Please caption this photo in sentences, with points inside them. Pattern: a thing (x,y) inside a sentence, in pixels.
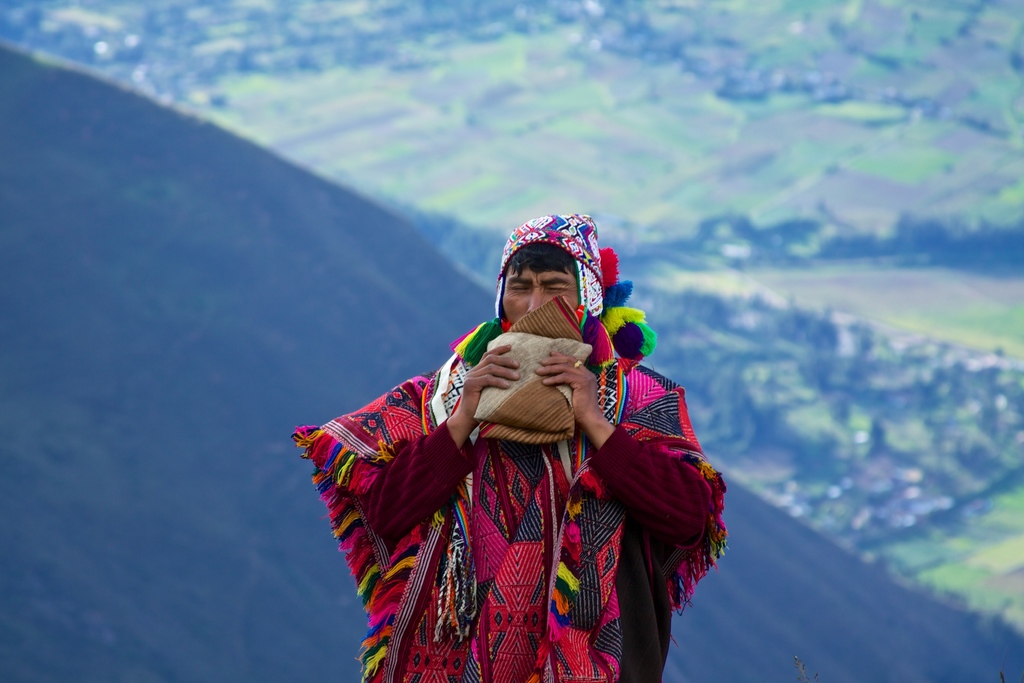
In this image we can see a person (541,447) standing and carrying an object (536,405), there are some mountains (242,194), fields (738,191) and some other things (924,496).
